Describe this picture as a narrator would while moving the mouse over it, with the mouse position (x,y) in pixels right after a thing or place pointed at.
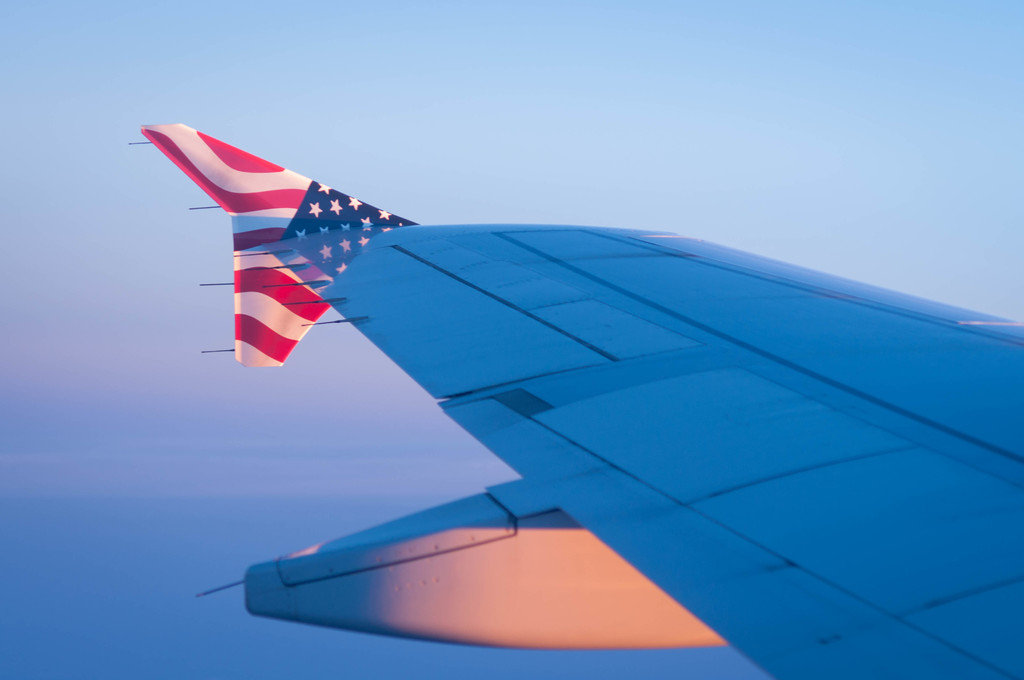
There is aeroplane wing (268,355) in the image. There is sky (626,113).
